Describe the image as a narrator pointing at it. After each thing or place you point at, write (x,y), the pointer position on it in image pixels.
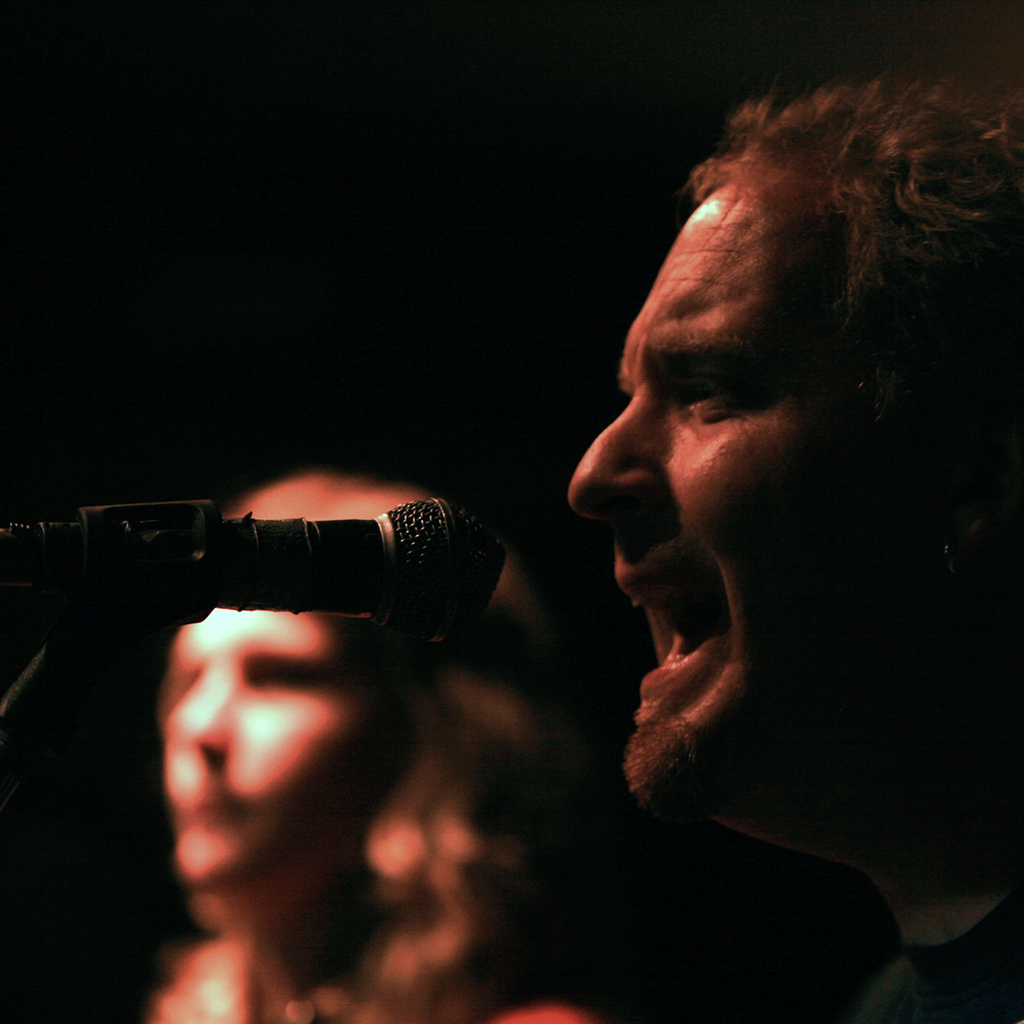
In the image in the center (659,682) we can see two persons (273,840). In front of them, there is a microphone (358,576).
